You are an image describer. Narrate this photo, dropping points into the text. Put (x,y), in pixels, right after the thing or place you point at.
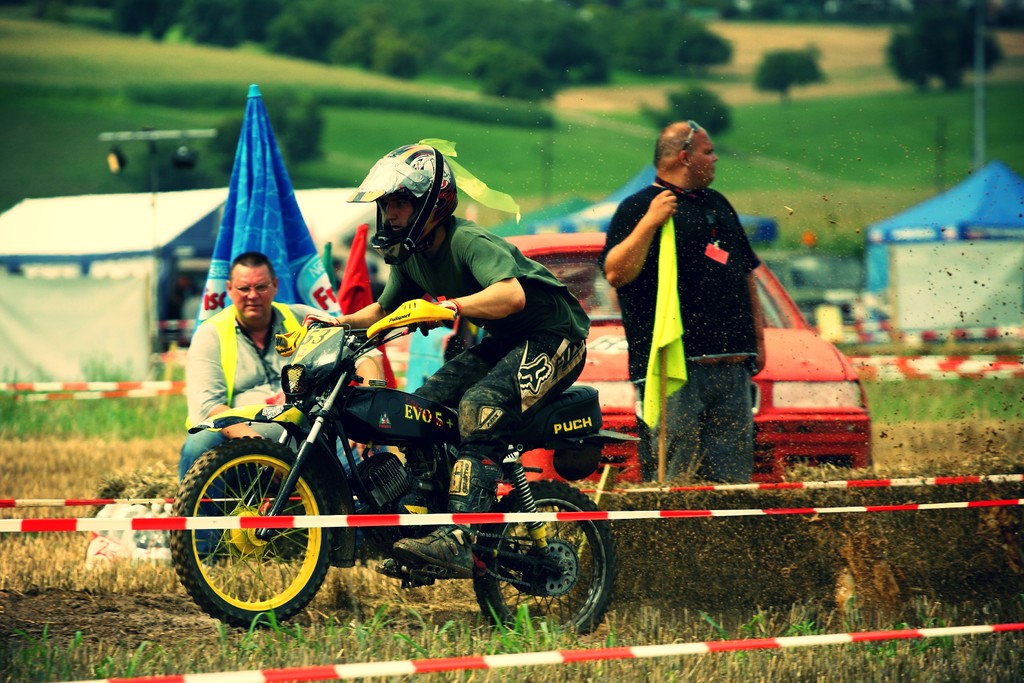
This person (641,341) standing and holding flag (665,326) and This person (262,296) sitting and this person (385,199) riding bike (436,436) and wear helmet (377,175). On the background (452,41) we can see trees (684,59), tents (925,250). We can see vehicle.
